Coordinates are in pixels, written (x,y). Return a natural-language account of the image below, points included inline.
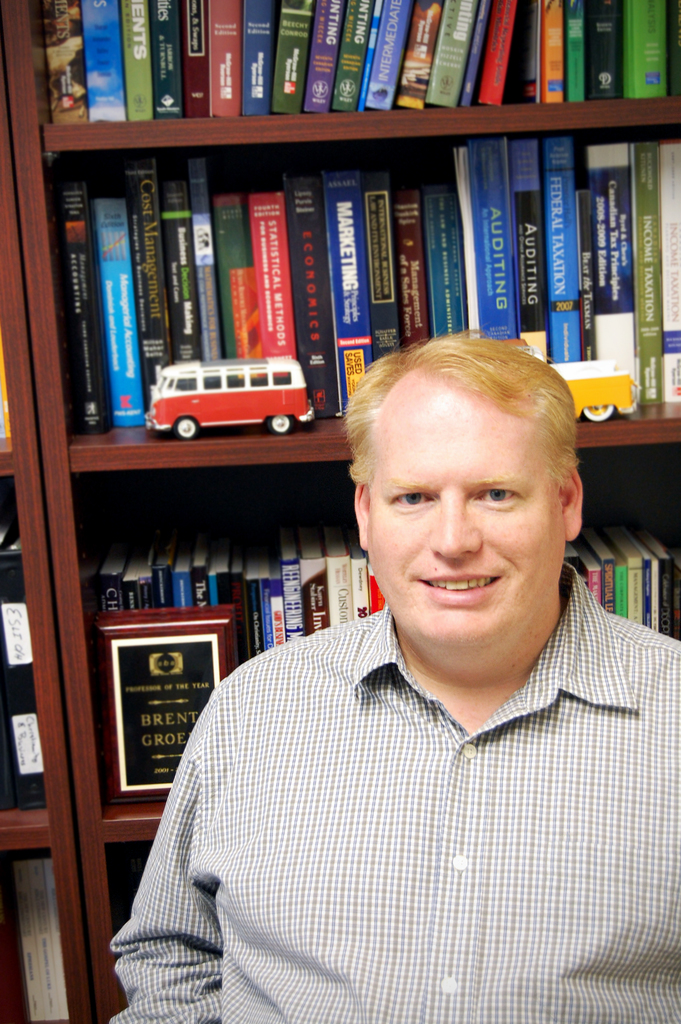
In this image there is a man (475,658) who is laughing is in the middle (344,636). In the background (267,152) there are racks (170,180) in which there are books (418,77). There are two toys (561,368) in the rack (144,446).
